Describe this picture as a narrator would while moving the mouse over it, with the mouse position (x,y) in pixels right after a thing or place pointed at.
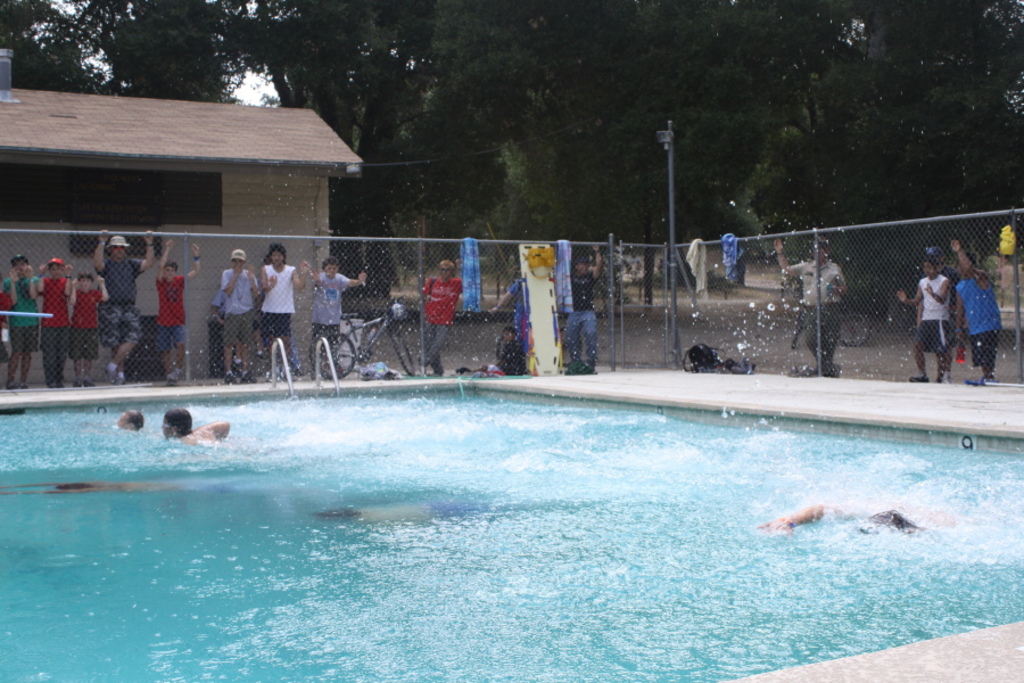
In this image we can see a swimming pool (450,551), bicycle (356,315), mesh (406,333), pole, clothes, and people (442,290). Here we can see few people (387,512) are swimming in the water (447,547). In the background (392,200) we can see a house (242,170), trees (465,8), and sky (256,96).
